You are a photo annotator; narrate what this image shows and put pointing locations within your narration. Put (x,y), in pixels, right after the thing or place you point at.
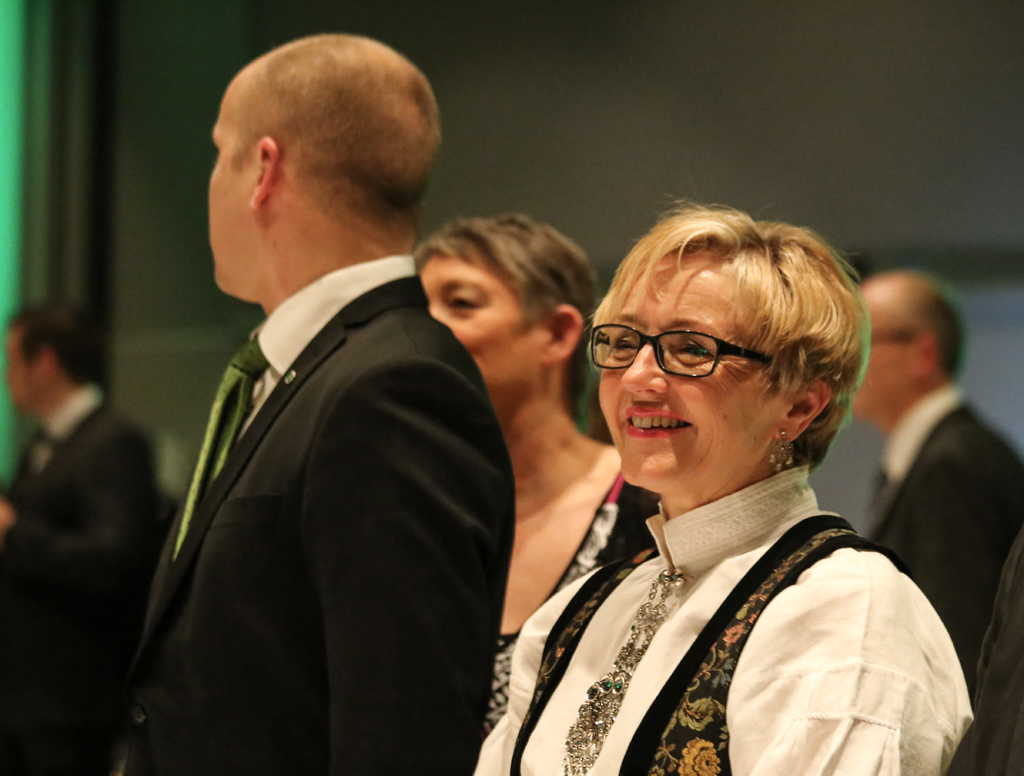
Here a woman (824,537) is smiling, she wore a white color dress (814,601). In the left side (331,766) a man (404,423) wore a black color coat (362,463), there are other people (507,426) behind them.
